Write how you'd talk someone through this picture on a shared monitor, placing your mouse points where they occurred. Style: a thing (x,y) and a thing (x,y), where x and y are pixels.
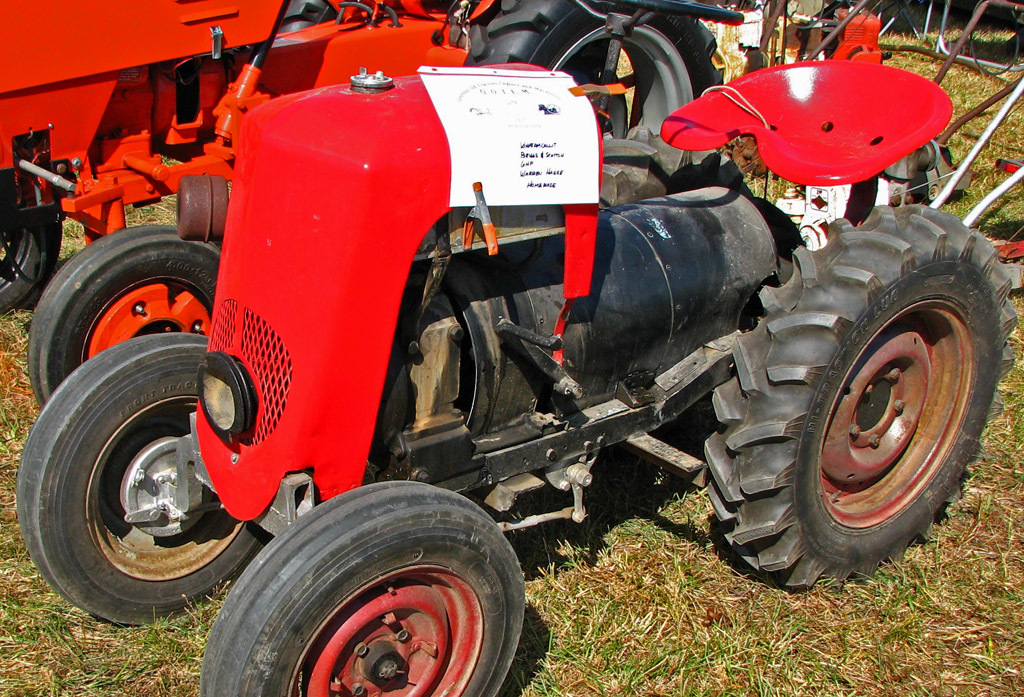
In the center of the image (438,251) we can see tractors (362,236) on the grass (601,603). On the front tractor (229,275), we can see a paper (460,185) with some text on it.
